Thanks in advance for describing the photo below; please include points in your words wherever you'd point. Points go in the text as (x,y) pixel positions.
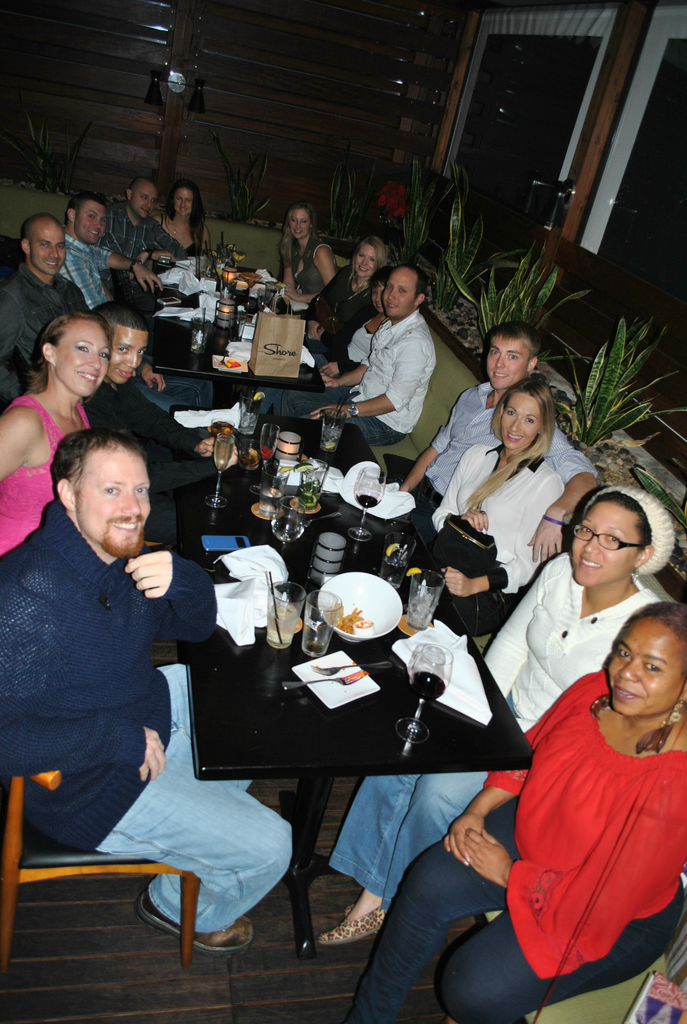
In this picture we can see group of people (94,341) sitting on chair (268,254) and in front of them there is table (300,546) and on table (247,435) we can see glasses (411,608), bowls (335,590), spoon (286,690), mobile (206,542), bags (272,315), candles (223,315) and in background (282,184) we can see plants (453,236), wall (423,187), pillar (450,111).
